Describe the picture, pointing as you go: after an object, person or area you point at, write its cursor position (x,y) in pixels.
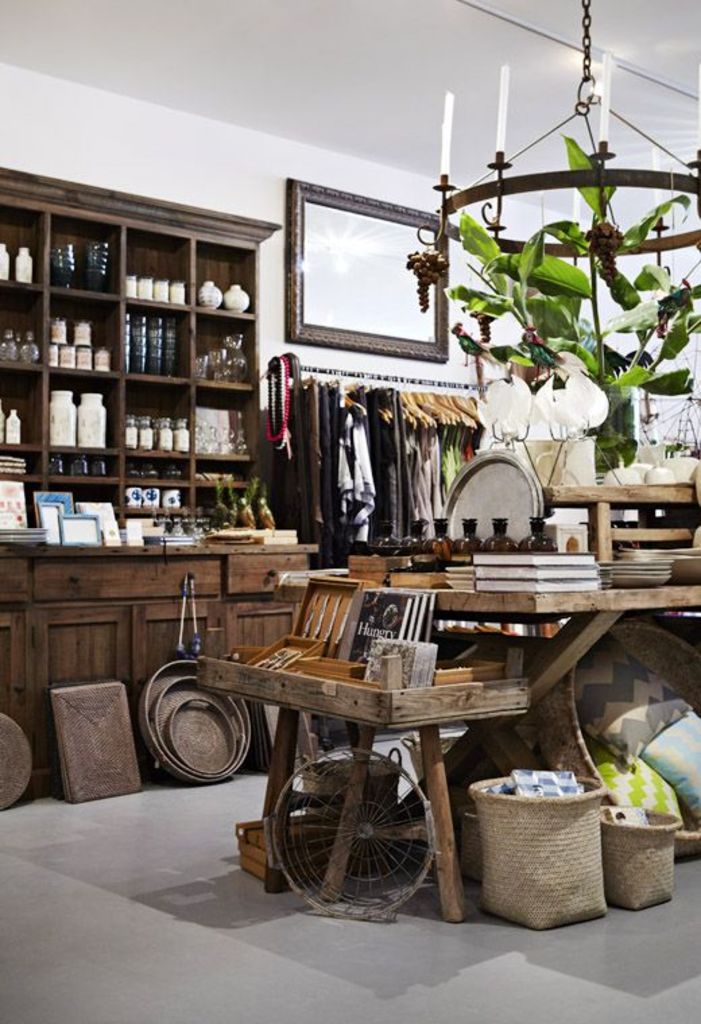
In the image, there is a big cupboard (141,480) and there are some kitchenware (83,465) kept in that, below that there are some other items (170,733) made with wood (245,728) to its right side there is a table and on the table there is some books (494,563), plates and bottles (540,535). To the left side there is collection of clothes (383,424), above that there is a big mirror (379,315), there is a chain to the roof (524,6) and a chandelier (494,223) is hanged to that chain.
